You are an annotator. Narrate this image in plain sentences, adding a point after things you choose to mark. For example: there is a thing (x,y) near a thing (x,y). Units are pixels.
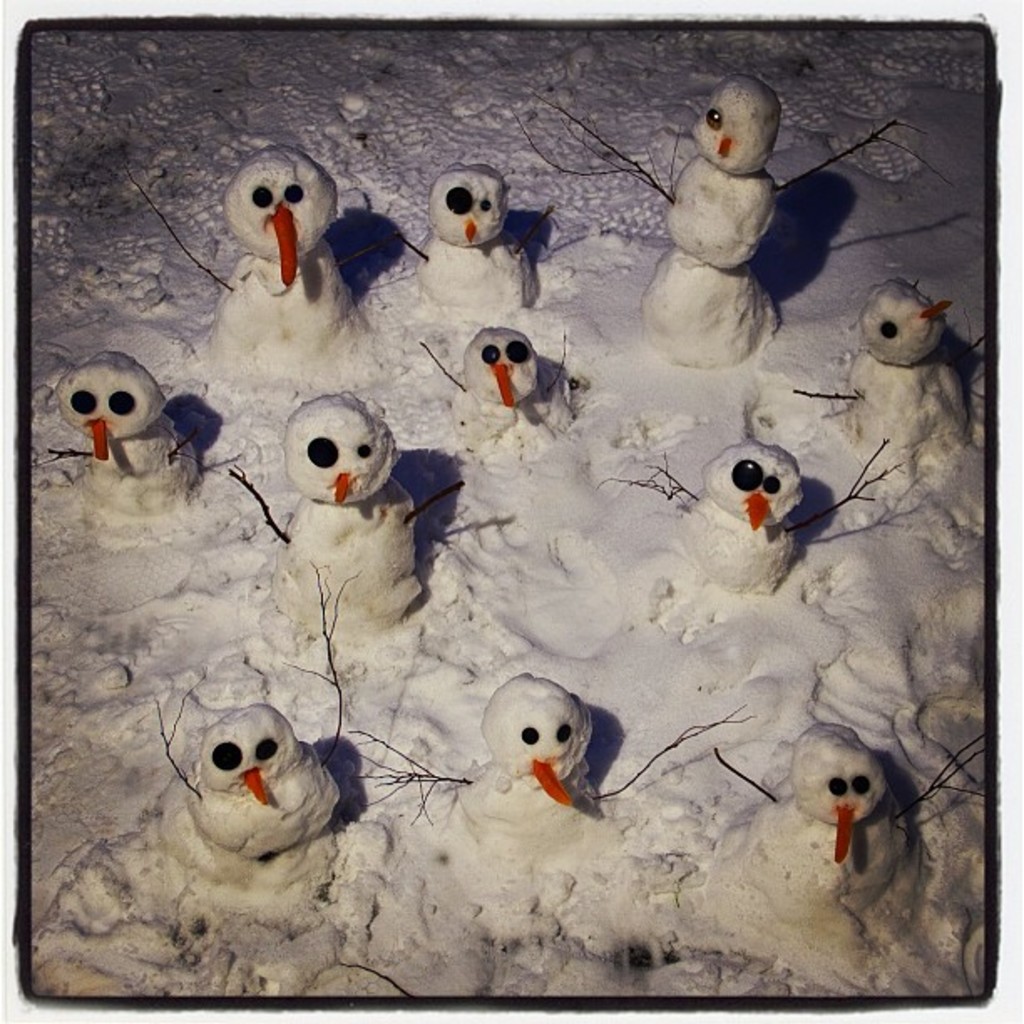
We can see snow man (379,417) on the snow (73,682).
